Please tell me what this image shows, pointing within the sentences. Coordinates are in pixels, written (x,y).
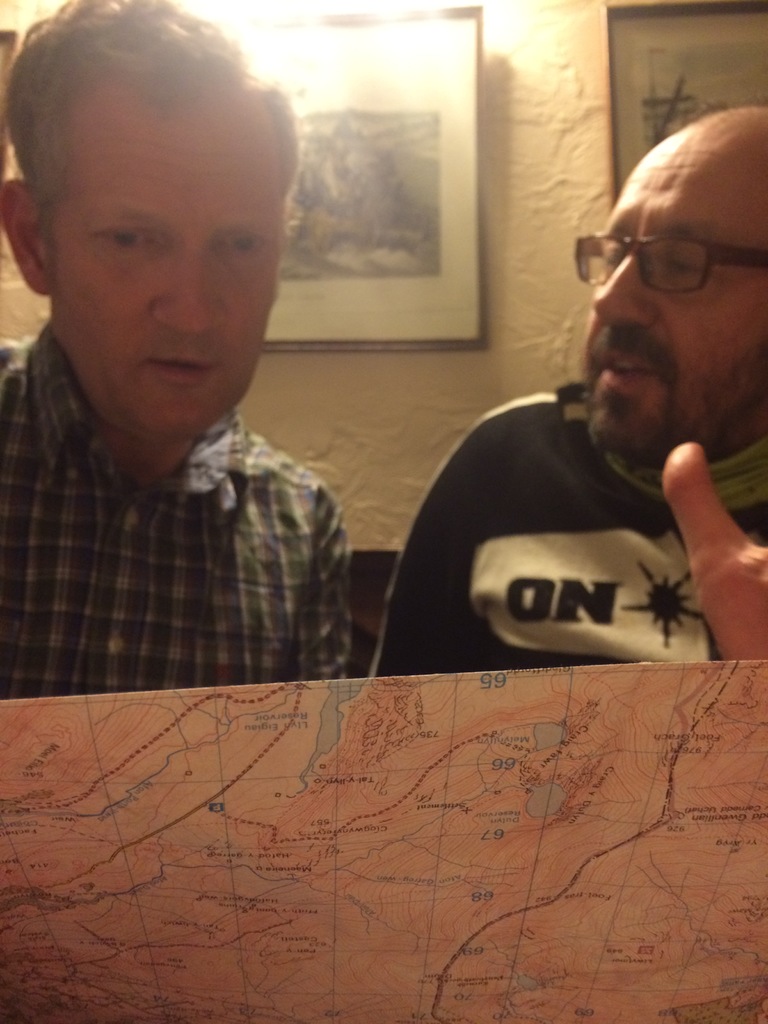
In this image I can see two persons (232,514), the person (499,530) at right (530,530) is wearing black color shirt (449,531) and the person (304,556) at left (196,570) is wearing gray and white color dress (196,568). Background (395,410) I can see few frames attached to the wall (325,412) and the wall (340,381) is in cream color.
